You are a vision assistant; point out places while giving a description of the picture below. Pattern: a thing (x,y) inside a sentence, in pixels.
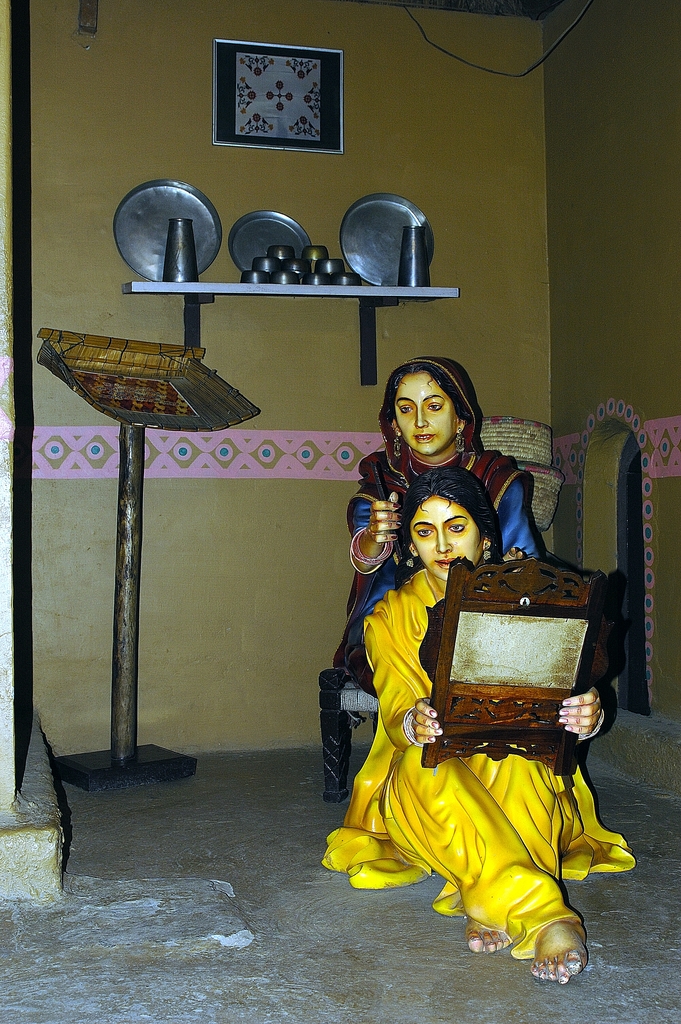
In this image there are sculptures (405,548). There is a sculpture (432,785) of a woman (432,812) sitting on the floor (366,891). She is holding an object (474,646) in her hand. Behind her there is another sculpture (369,535) of a woman (386,530) sitting on the chair (336,691). She is holding a comb (383,494) in her hand (391,496). Behind them there is a wall (539,298). There is a shelf (215,293) to the wall (237,296). There are plates (265,229) and glasses (271,252) on the shelf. There is a picture frame (257,70) on the wall (198,498). To the left (128,471) there is a stand (132,420).
